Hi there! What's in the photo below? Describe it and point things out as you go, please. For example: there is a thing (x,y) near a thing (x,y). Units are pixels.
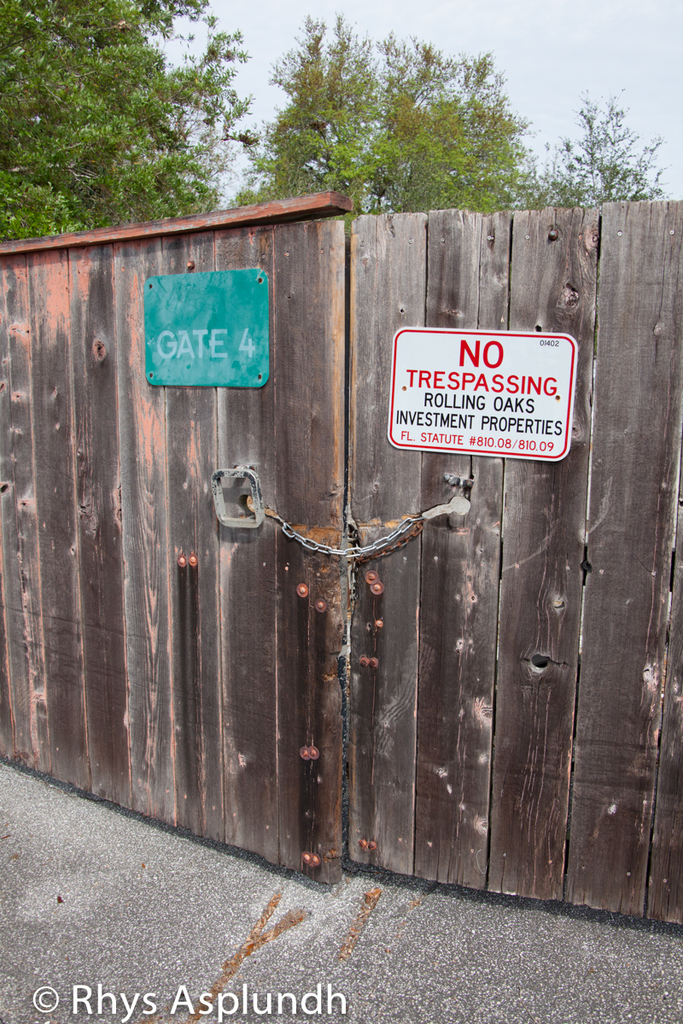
In this image there is a road (282,1020). There is a wooden gate (168,399) with chains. There are two boards (487,430) with the text (476,404) on the gate (441,299). There are trees (133,162) in the background (418,179). There is a sky (558,125).
